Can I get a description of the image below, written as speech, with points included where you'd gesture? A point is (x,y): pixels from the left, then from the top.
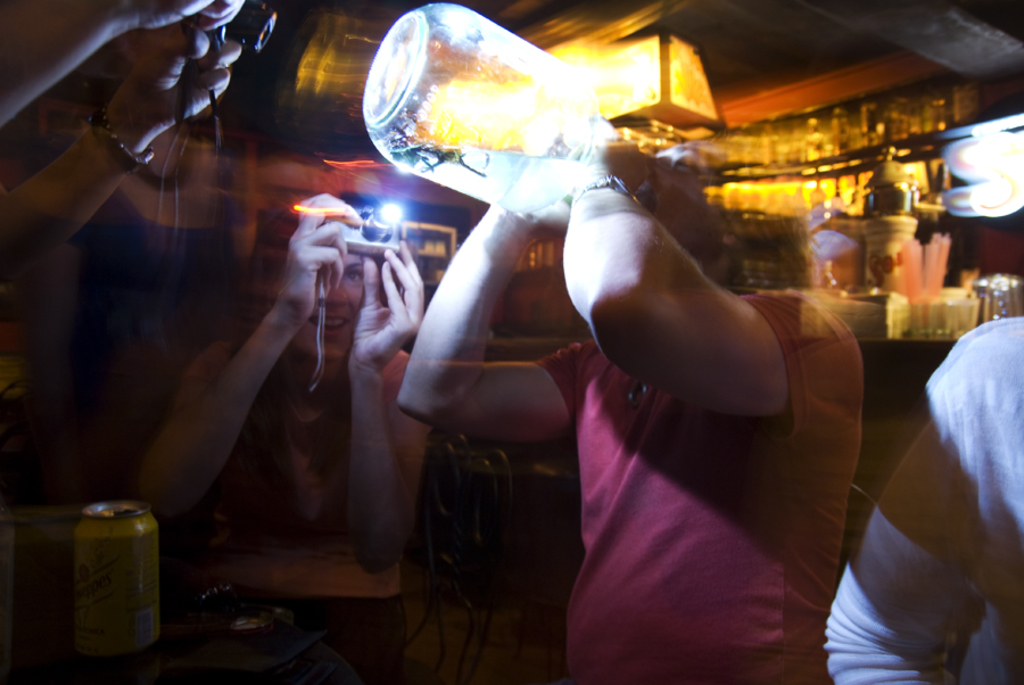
In this picture we can see a person (636,292) who is drinking with the jar (508,106). This is tin (92,554). And there is a camera (248,39). She is taking a snap of this person (456,342). These are the chairs (433,566). And on the background (799,177) we can see some bottles (817,144) in the rack (877,154).
